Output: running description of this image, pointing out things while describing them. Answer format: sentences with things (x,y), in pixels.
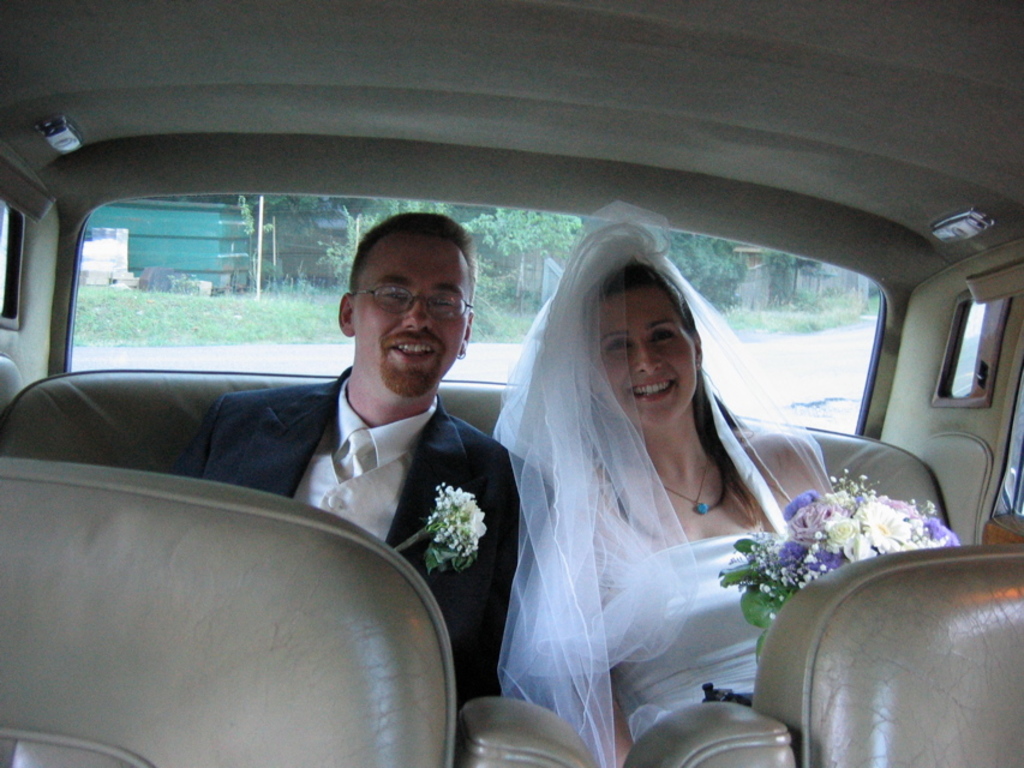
In this picture we can see a bride (565,356) and a groom (460,356) sitting inside a car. This is a flower bouquet (803,528) and they both are carrying beautiful smile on their faces (424,386). Through car glass (777,285) outside view is visible. We can see trees (500,243).
